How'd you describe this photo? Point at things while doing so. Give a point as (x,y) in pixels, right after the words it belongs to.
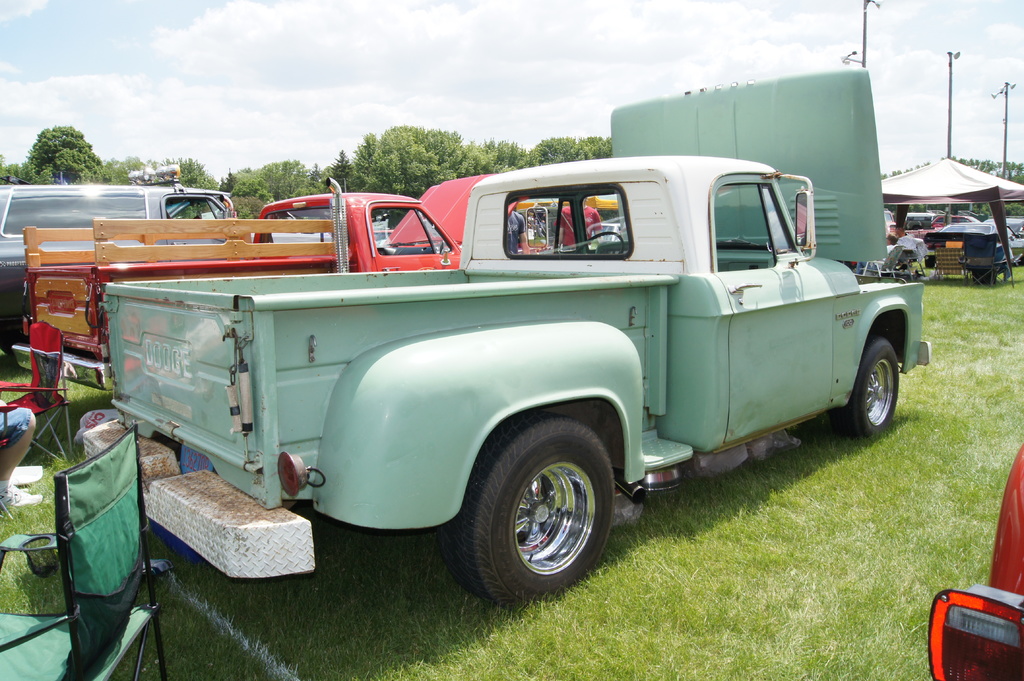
In this picture we can see chairs (101,637), vehicles (1010,240), grass (865,477), tent (941,194), poles (848,63), trees (33,163), some objects (240,434) and some people (515,216) and in the background (422,86) we can see the sky (418,80) with clouds (296,99).
